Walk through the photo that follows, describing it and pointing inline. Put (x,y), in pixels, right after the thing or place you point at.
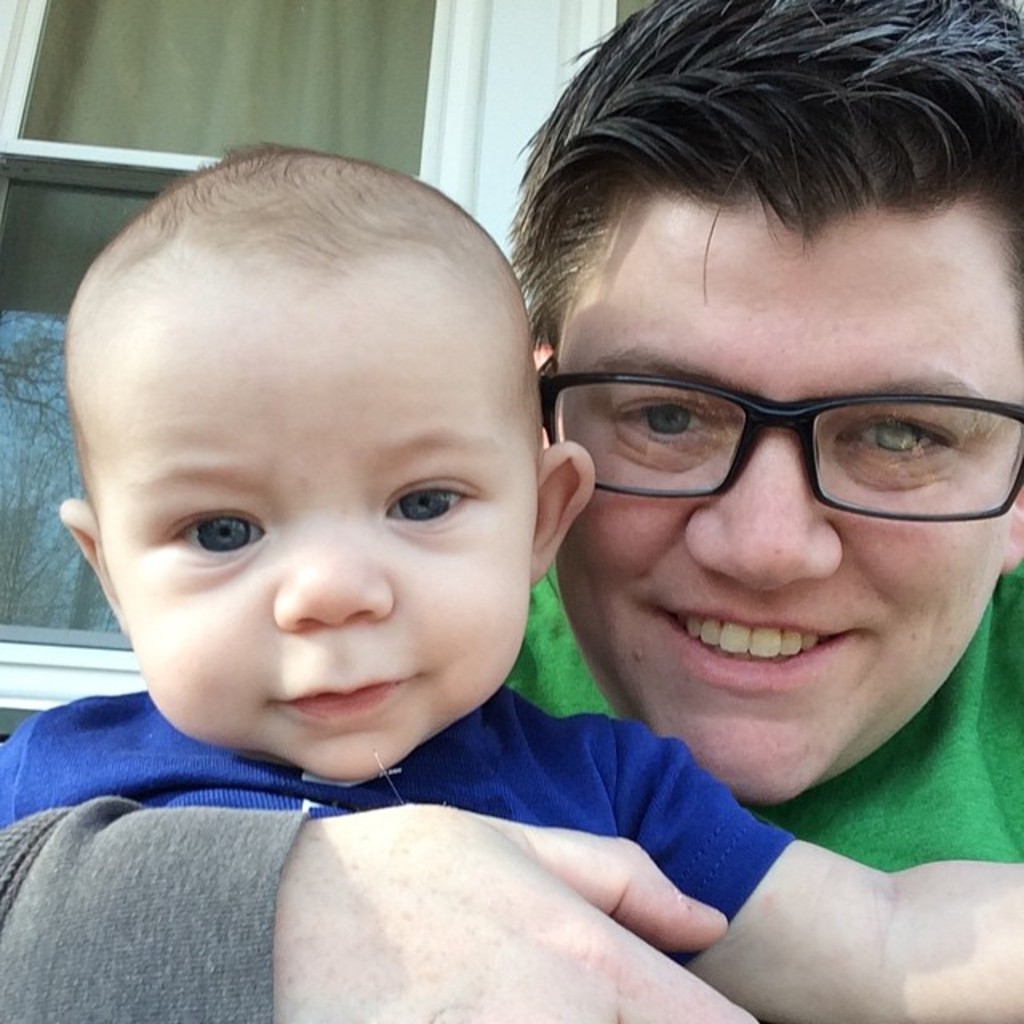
In this image, we can see some people (290,438). In the background (547,61), we can see a white colored window (51,34). We can see the reflection (46,513) of trees (34,404) in the mirror (21,420) of the window (29,527).
